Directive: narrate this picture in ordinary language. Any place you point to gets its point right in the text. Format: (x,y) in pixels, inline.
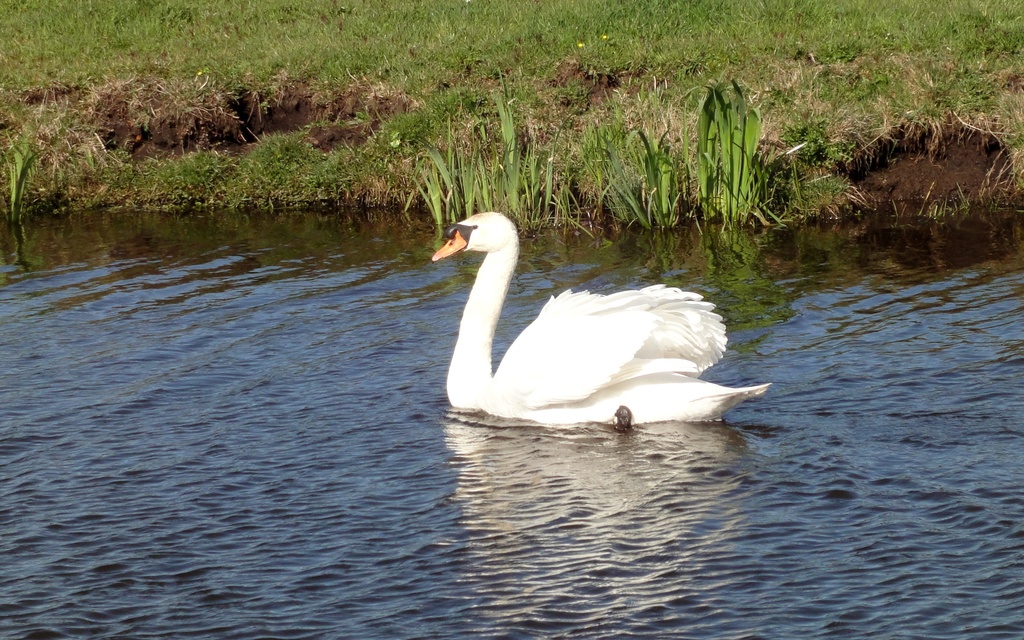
In this image, I can see a swan (569,381) in the water (471,424). This is the grass (550,79), which is green in color.
